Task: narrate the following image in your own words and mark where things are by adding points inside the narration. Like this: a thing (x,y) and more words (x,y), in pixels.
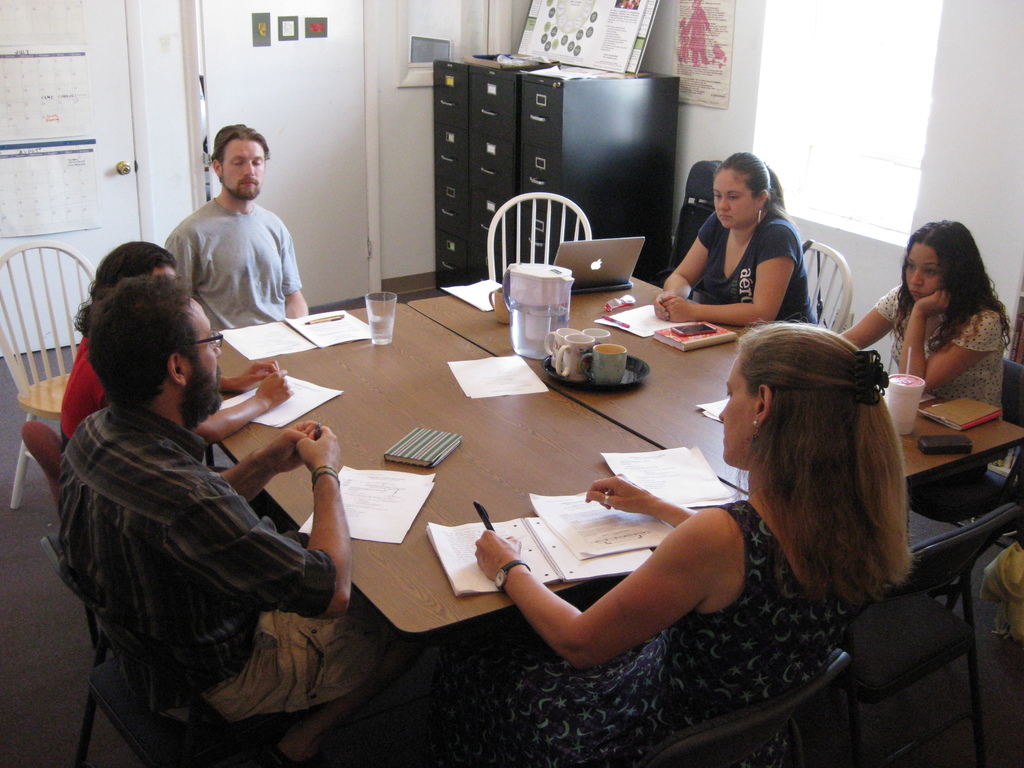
there are so many people (959,252) sitting around a table (379,601) holding a paper (347,489) and pens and there is a glass jar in the middle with some cups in table (647,445) behind them there are lockers (468,264) in the room (406,282).
